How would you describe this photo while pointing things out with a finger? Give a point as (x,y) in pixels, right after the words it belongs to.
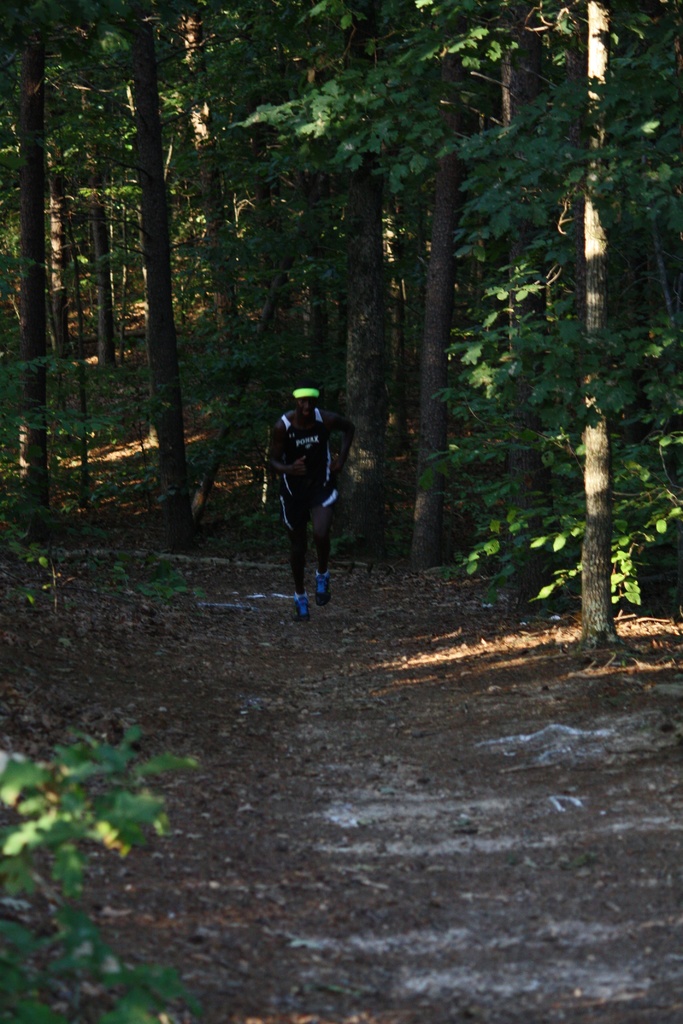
In this image there is an athlete (302,554) running, behind the athlete (302,560) there are trees (419,538).
